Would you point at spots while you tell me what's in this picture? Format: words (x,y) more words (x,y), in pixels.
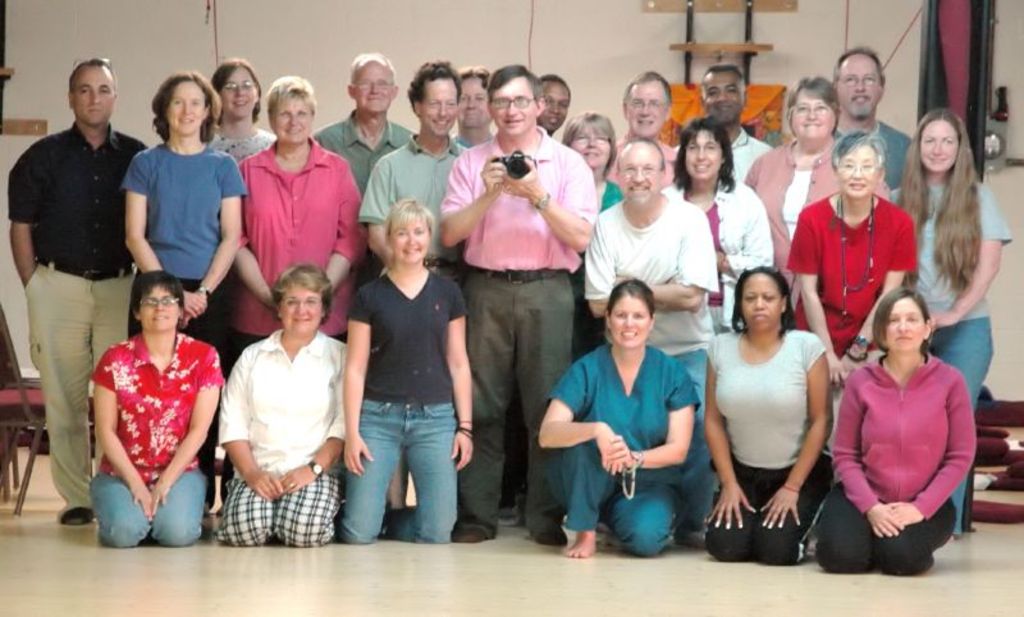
In this image we can see a group of people (498,111) standing on the ground (1021,500). one person (525,248) is holding a camera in his hand (529,188). In the background (6,363), we can see a chair (18,367) and some objects (1013,510) placed on the floor (511,564), a wooden rack (726,48) and cables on the wall (565,12).
